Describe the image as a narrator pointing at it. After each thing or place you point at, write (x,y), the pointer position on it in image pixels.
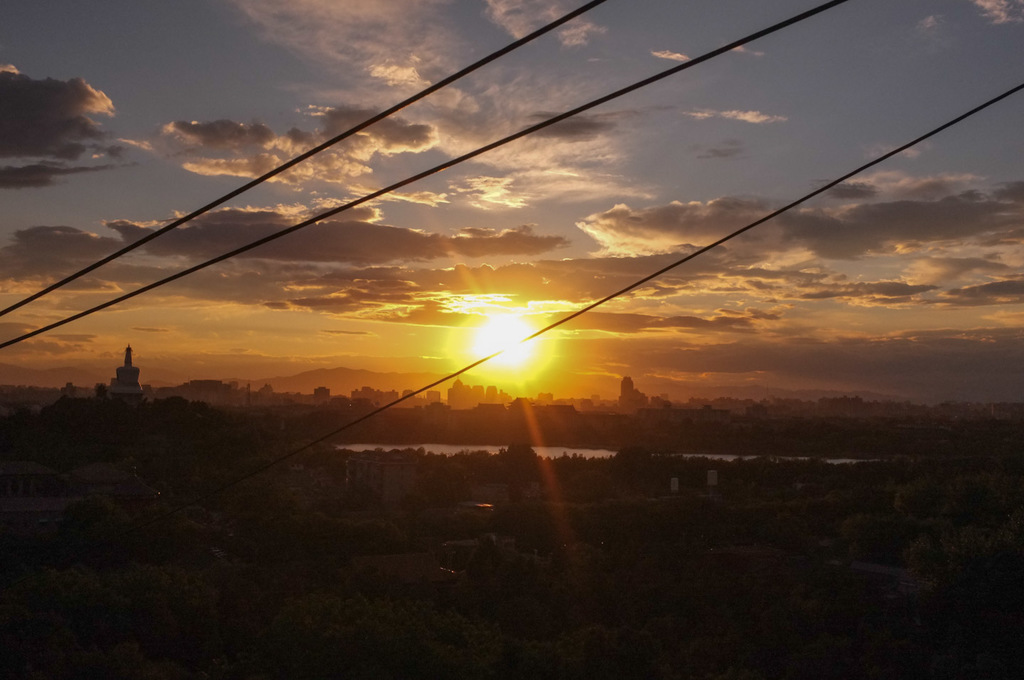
There are trees (641,490) and buildings (621,409) at the bottom of this image (482,571). We can see a sun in the middle of this image (508,362) and the cloudy sky (473,250) is in the background (429,254). We can see a statue (134,381) on the left side of this image (131,372).
